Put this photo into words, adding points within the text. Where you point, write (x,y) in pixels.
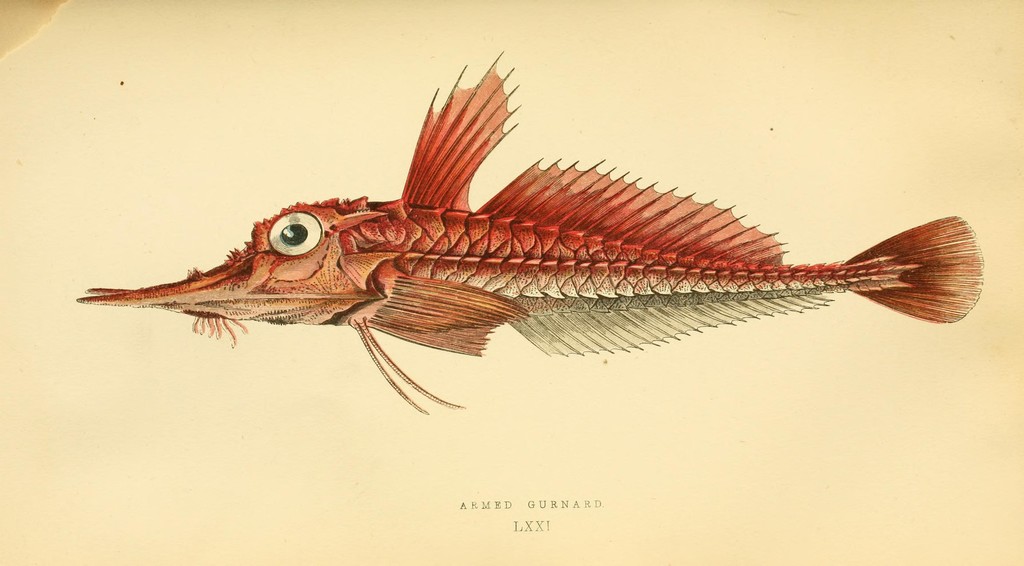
This is a page (904,464) and in this page (231,476) we can see a fish (507,194) and some text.
